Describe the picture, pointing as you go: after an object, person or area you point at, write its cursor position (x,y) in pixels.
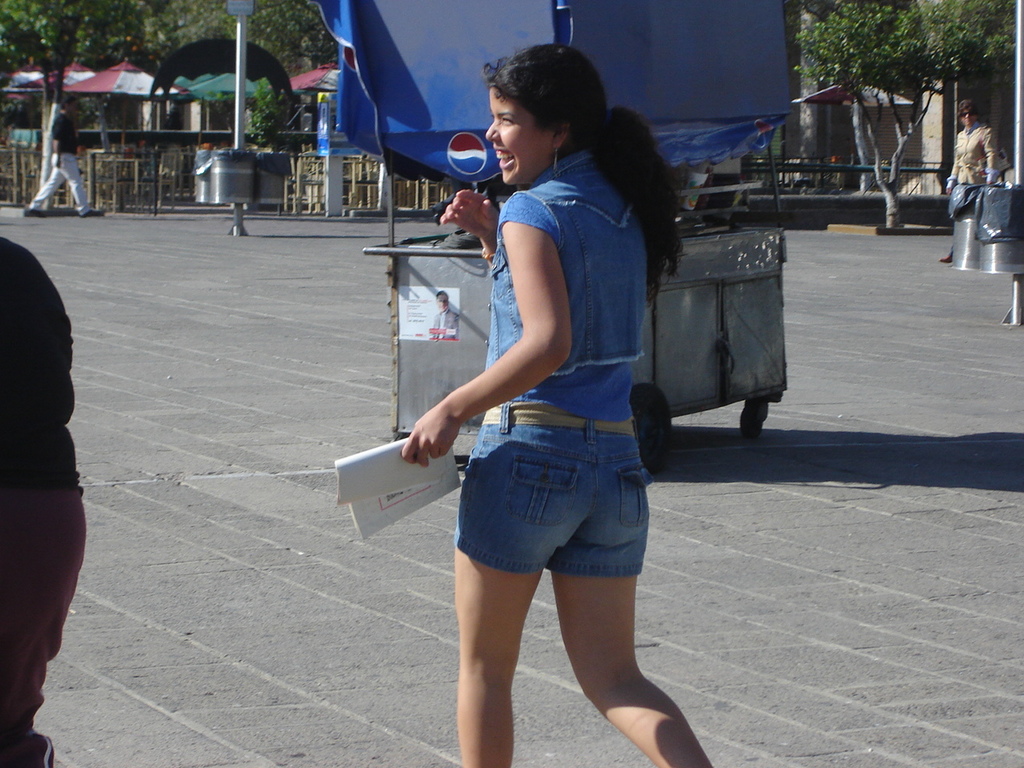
This is the picture of a road (661,612). In the foreground (635,323) there is a woman (545,78) walking and smiling and she is holding the book (392,486). On the left side of the image (22,558) there are two persons (46,192) walking. On the right side of the image (968,105) there is a person (958,149) standing behind the pole (1021,300). In the middle of the image (675,356) there is a vehicle (671,45). At the back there are tents (67,69) behind the railing (790,170) and there are trees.
